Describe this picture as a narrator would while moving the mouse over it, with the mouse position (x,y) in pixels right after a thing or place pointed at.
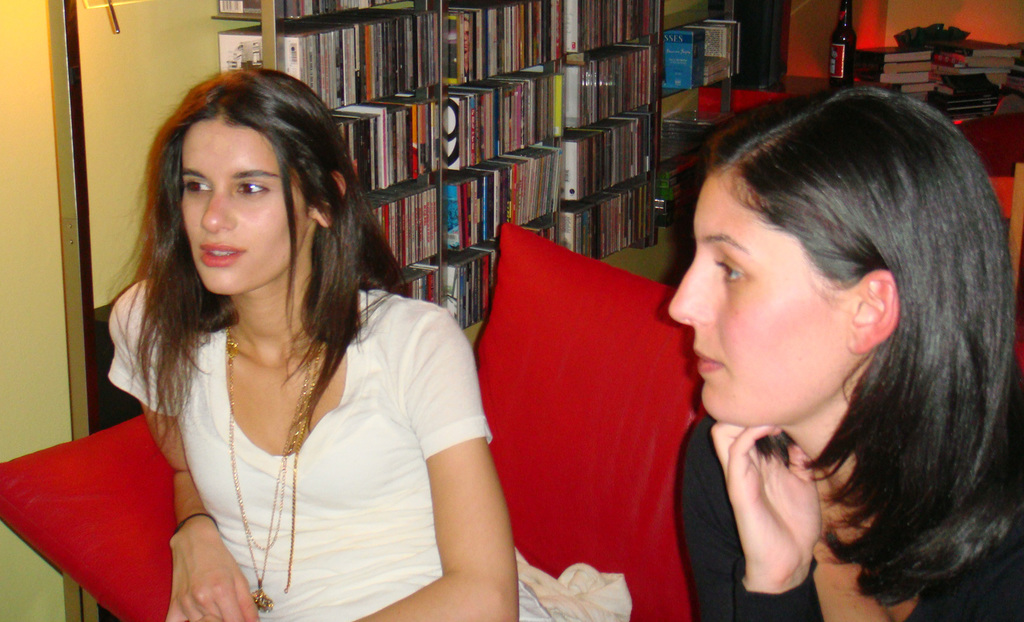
In this image there are two womens (738,540) are sitting at bottom of this image (410,447), the left one (373,554) is wearing white color t shirt (305,564) and the right one (800,555) is wearing a black color t shirt (703,526) and there is a sofa (591,454) at bottom of this image (590,484) which is in red color. There is a rack (458,252) at top of this image (530,165) and there are some books (388,111) kept in to these racks (473,255) and there is a wall (36,217) in the background (184,91) and there are some books (958,58) at top right corner of this image (963,67) and there is one bottle (847,45) at left side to these books (891,71) and there is one table (715,119) at top of this image (712,94).
